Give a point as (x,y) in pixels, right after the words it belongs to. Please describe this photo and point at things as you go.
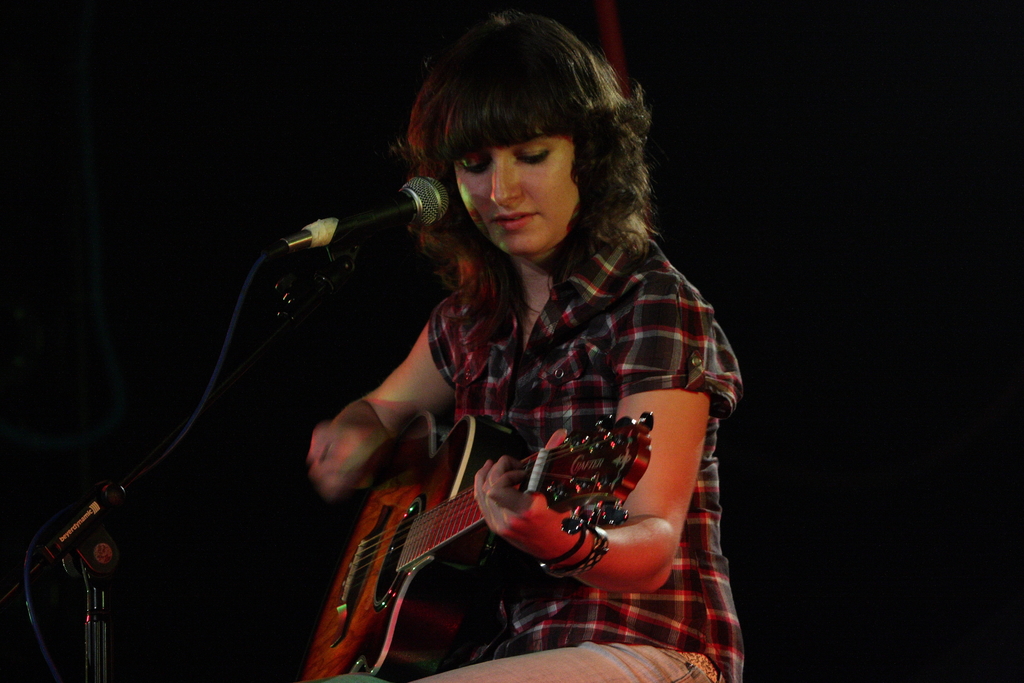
This picture is a woman (468,74) sitting and playing the guitar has a microphone (397,209) in front of her.
